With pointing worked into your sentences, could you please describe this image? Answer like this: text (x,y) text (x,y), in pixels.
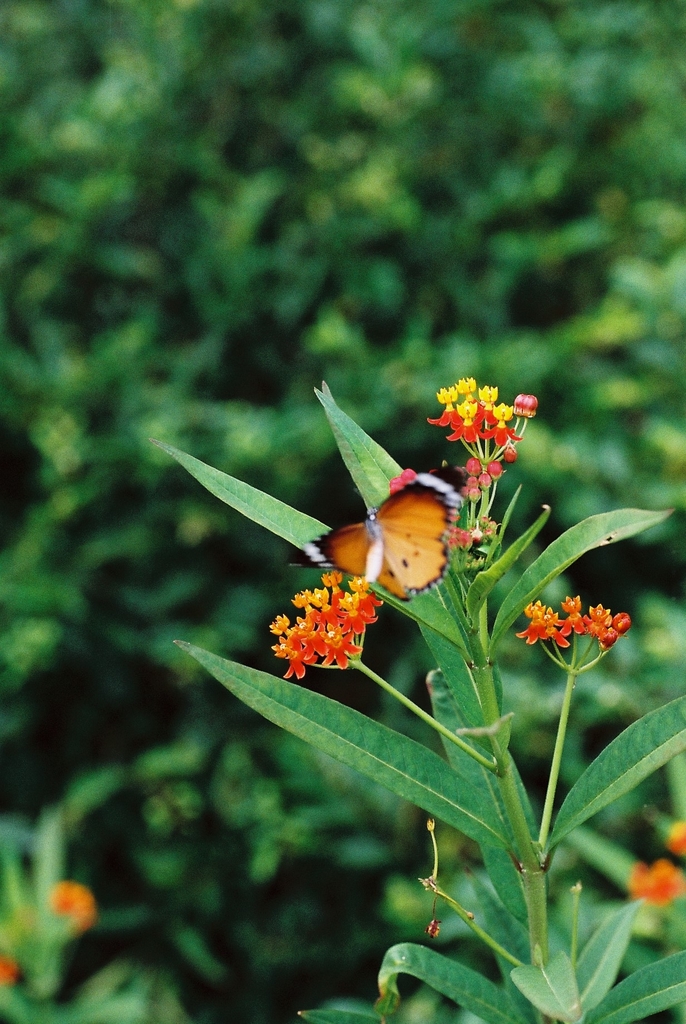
Here I can see a plant (465,703) along with the leaves (459,727) and flowers (320,609). On this plant (418,608) I can see a butterfly (398,511). In the background (51,408) there are many plants (111,502).
